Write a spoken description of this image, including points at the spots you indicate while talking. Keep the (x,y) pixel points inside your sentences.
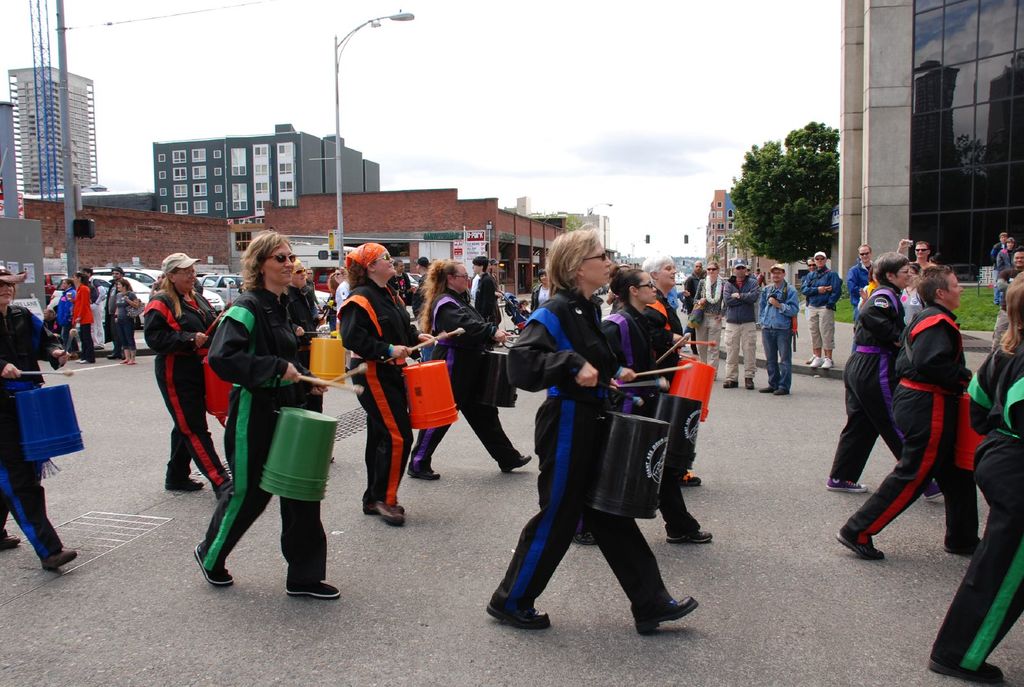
This picture consists of there are few women (286,349) playing a drum (40,458) walking on road (814,491) and there are some persons (109,304) watching the performance of women (655,256), in the middle (401,258) there is a street light pole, vehicles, buildings (536,214) and some trees (809,194), at the top I can see the sky (703,57), on the right side (935,76) I can see the building (898,124).
